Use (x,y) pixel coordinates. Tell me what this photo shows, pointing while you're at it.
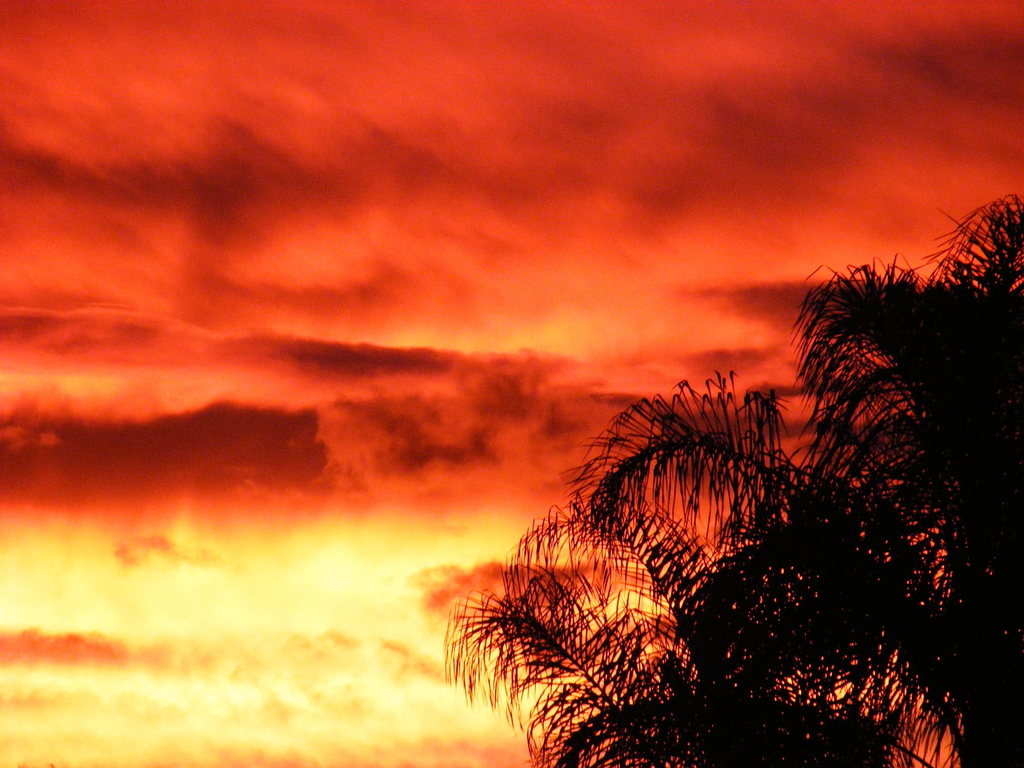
We can see tree leaves (760,538) and sky (343,483) with clouds (271,528).
